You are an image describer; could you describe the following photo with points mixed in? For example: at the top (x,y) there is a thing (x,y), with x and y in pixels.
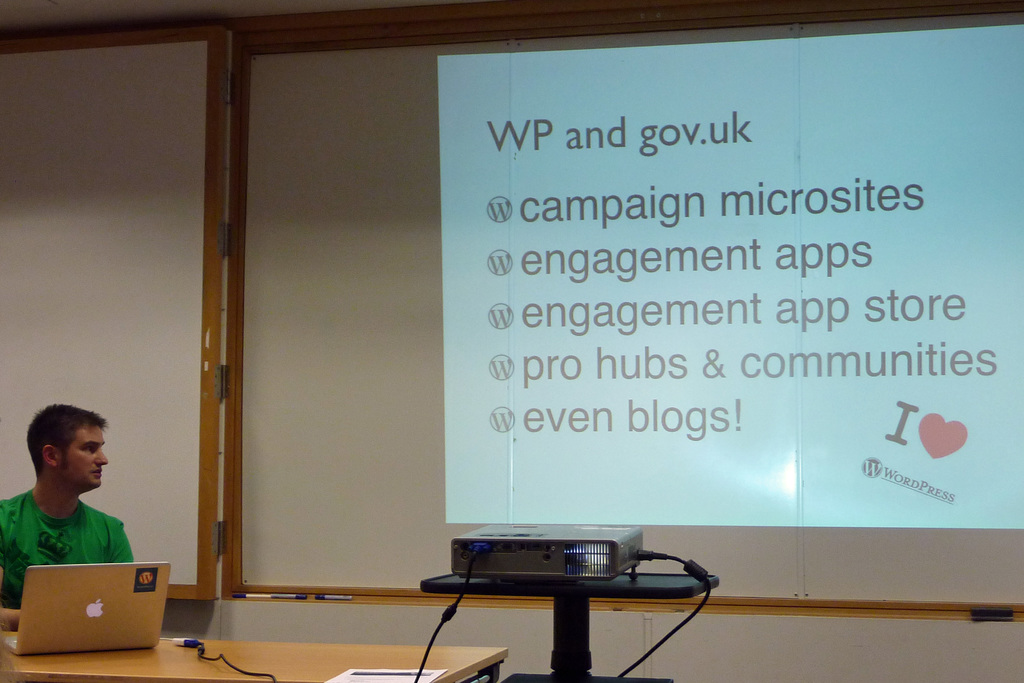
In this image there is a table (252,660), on that table (77,659) there is a laptop (117,641), in front of the table (434,662) there is a man (73,511) sitting on chair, beside the table (453,668) there is a stand (566,608) on that stand (560,658) there is a projector (629,548) projecting on a wall (559,78).
